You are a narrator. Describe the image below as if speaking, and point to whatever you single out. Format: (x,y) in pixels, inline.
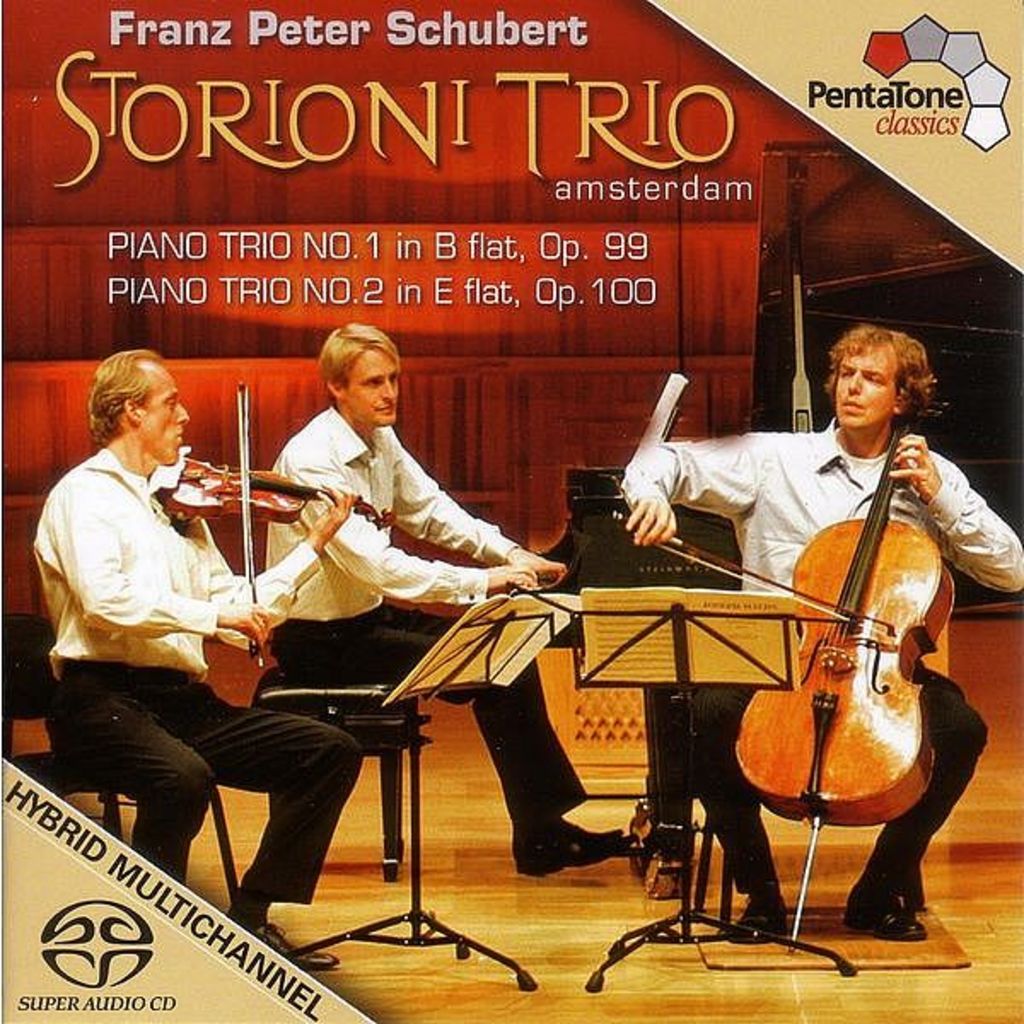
The three persons (366,492) are sitting on a chair (265,698). They are playing musical instruments (589,572). We can see the background (578,452) is wooden.
